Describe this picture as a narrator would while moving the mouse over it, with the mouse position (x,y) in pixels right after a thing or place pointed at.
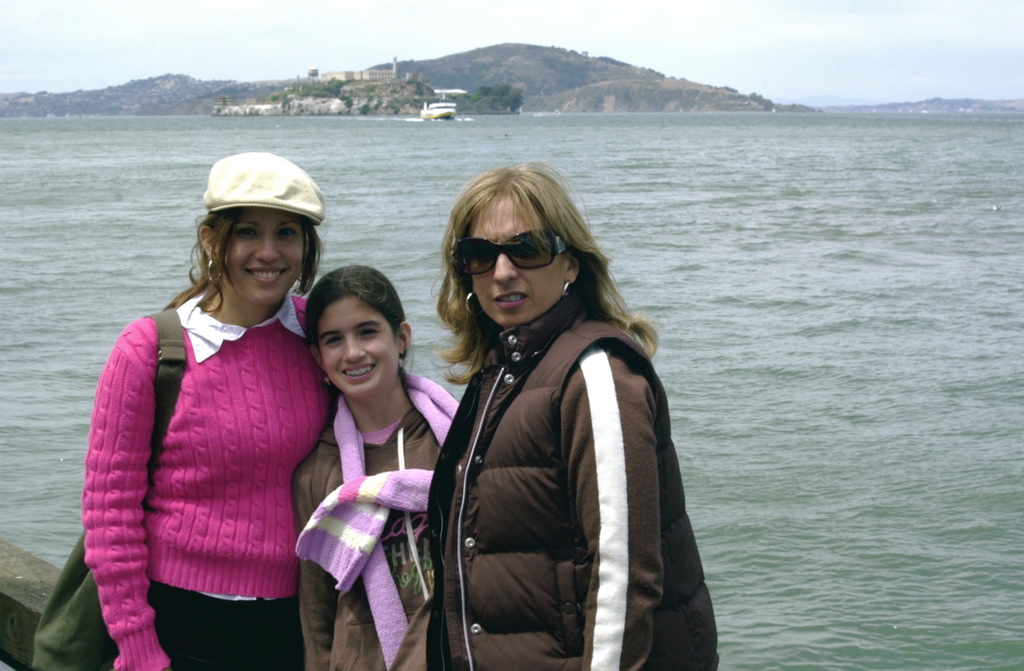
In the foreground area of the image (373,293) there are people (244,303) those who are standing on the left side of the image (85,453) and there is a ship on the water (419,117), trees (462,105), mountains (435,80) and sky (685,47) in the background area (429,99), it seems like there are buildings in the background area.
